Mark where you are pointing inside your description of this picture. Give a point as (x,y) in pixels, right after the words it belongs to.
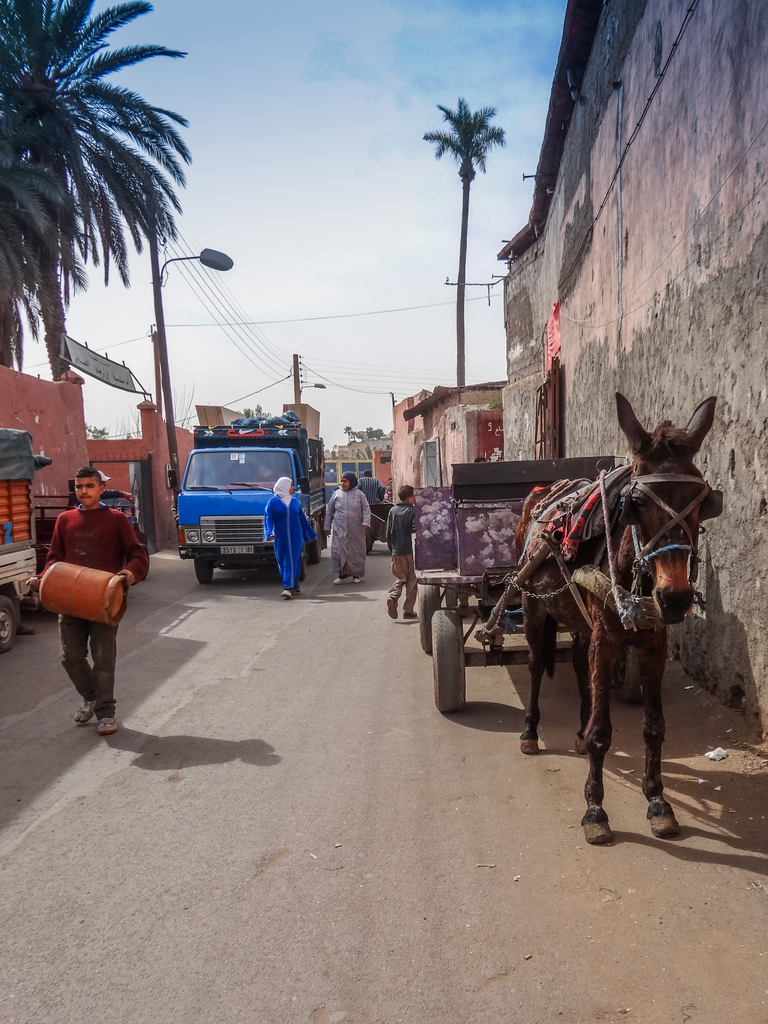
The picture is taken on the street (701,869). In the foreground of the picture (411,526) there are vehicles (212,517), cart (494,586), people (341,513) and other objects (118,386). On the right (565,355) there are houses (452,407) and a palm tree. On the left (73,453) there are building (154,423), street light (169,383) and a palm tree (73,276). In the center of the background (377,456) there are houses (371,445), cables (297,368) and current pole (297,368). Sky (308,154) is sunny.
